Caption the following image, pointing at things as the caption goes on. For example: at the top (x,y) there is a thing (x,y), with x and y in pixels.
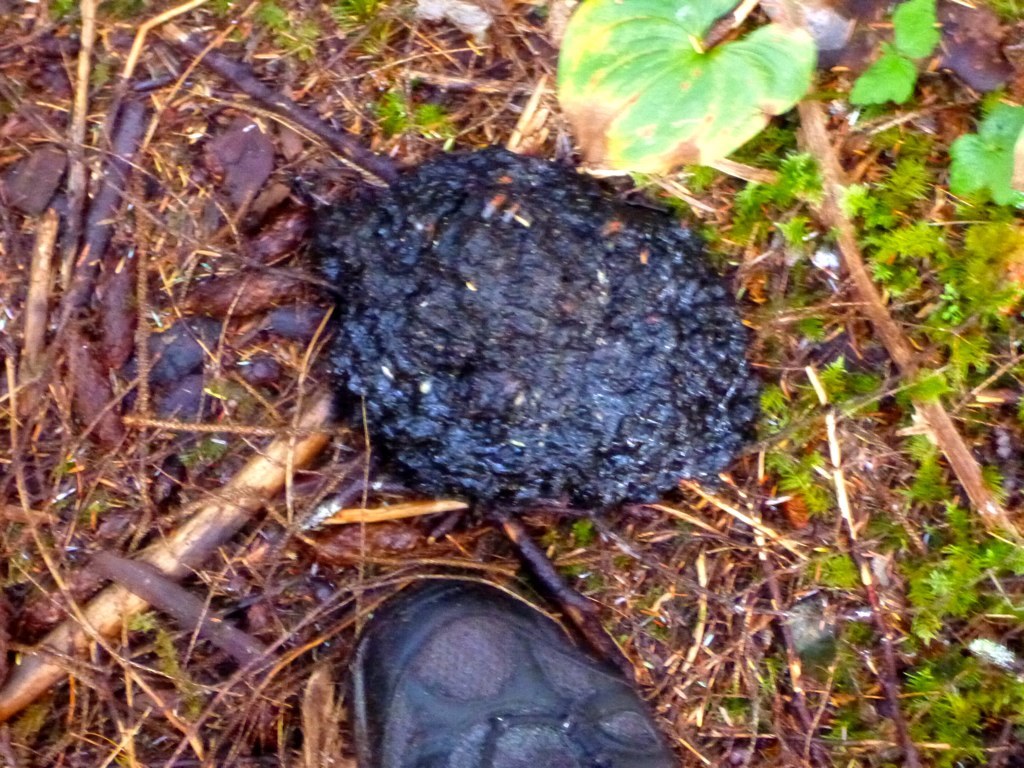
In the image we can see grass (865,377), leaves (1010,199) and animal dung (557,371). There are even wooden pieces (178,559).
